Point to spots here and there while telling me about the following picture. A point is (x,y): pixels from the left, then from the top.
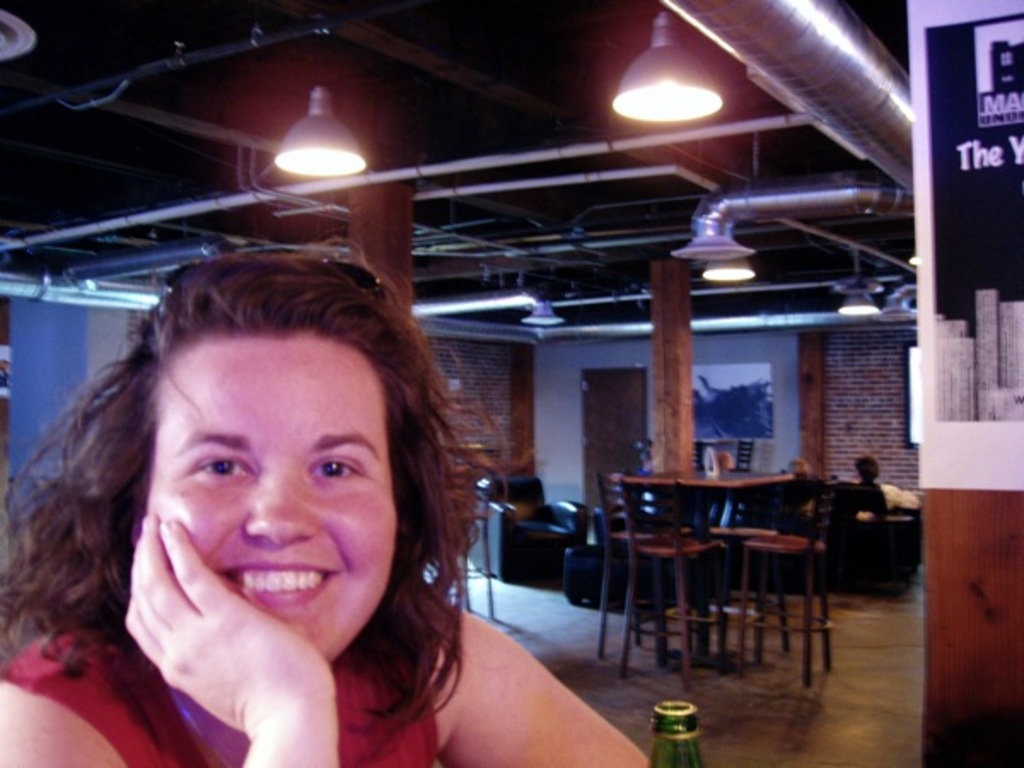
In this image, we can see chairs (739,524) and couches (500,515). There is a person (308,654) in the bottom left of the image (269,723) wearing clothes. There are pillars (669,348) in the middle of the image (677,400). There are lights (666,110) and pipes (762,48) at the top of the image (660,99). There is a wall (985,513) on the right side of the image (987,492).
